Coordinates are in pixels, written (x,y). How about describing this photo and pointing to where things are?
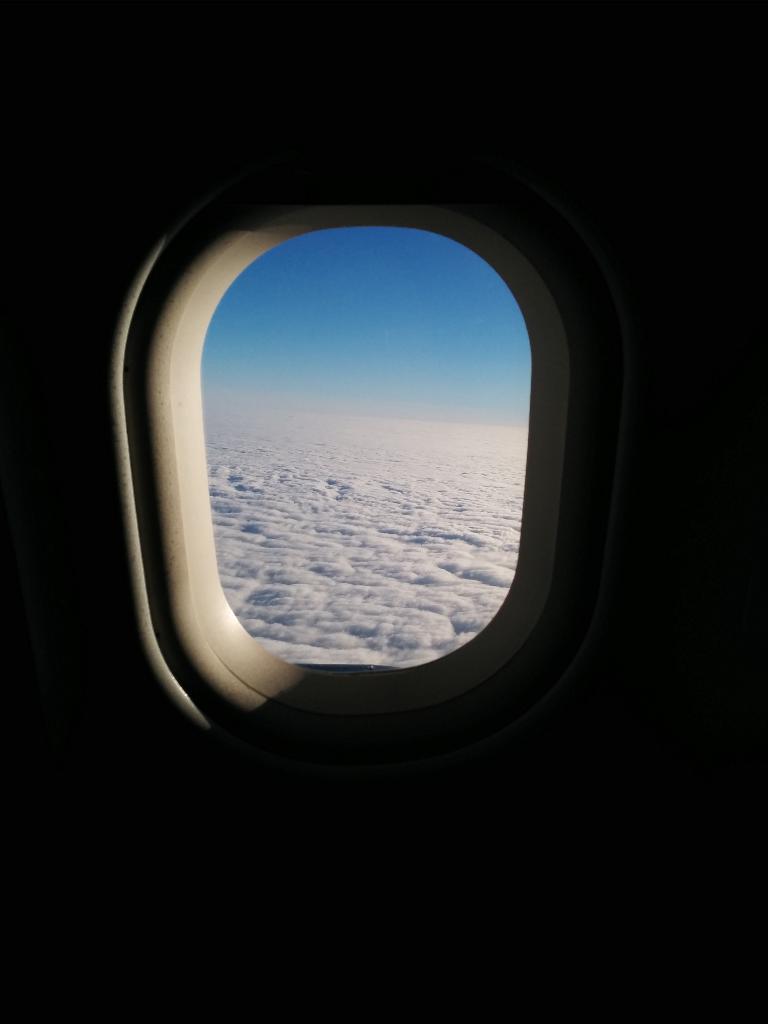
In this image we can see a window (509,435). In the background (418,551), we can see clouds (298,514) and sky (405,369).
